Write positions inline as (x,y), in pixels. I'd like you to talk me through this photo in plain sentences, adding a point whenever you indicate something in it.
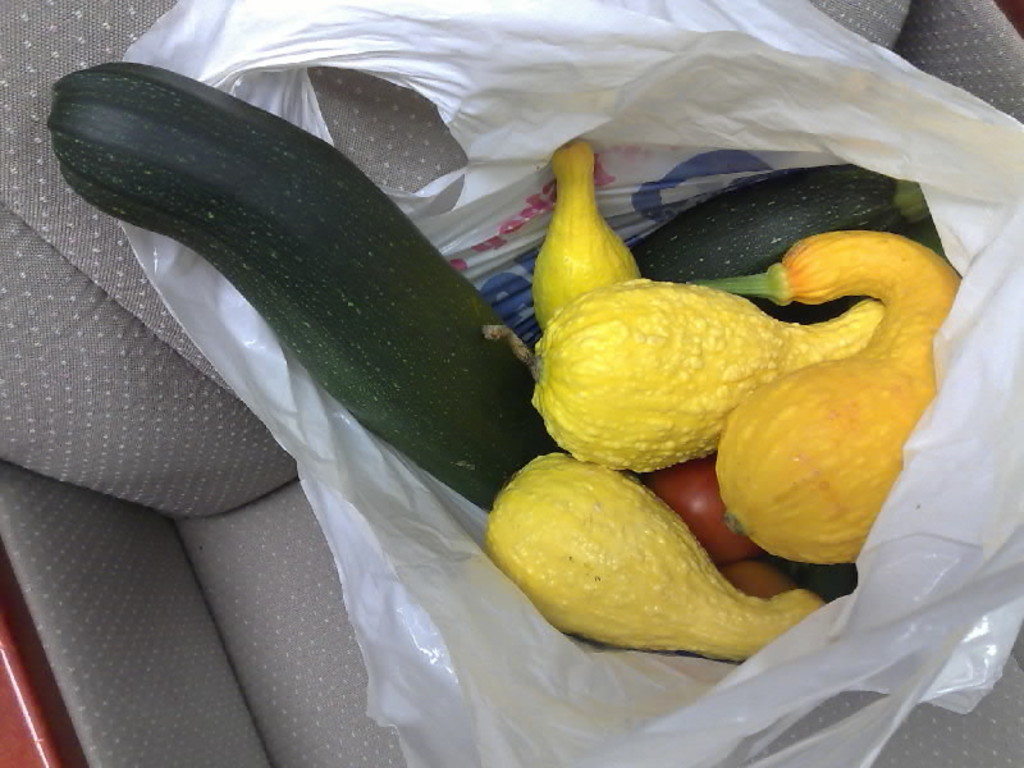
At the bottom of the image (56,657) there is a chair (282,758), on the chair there is a white color bag (512,142). In the bag (836,108) there are some vegetables (330,188).
